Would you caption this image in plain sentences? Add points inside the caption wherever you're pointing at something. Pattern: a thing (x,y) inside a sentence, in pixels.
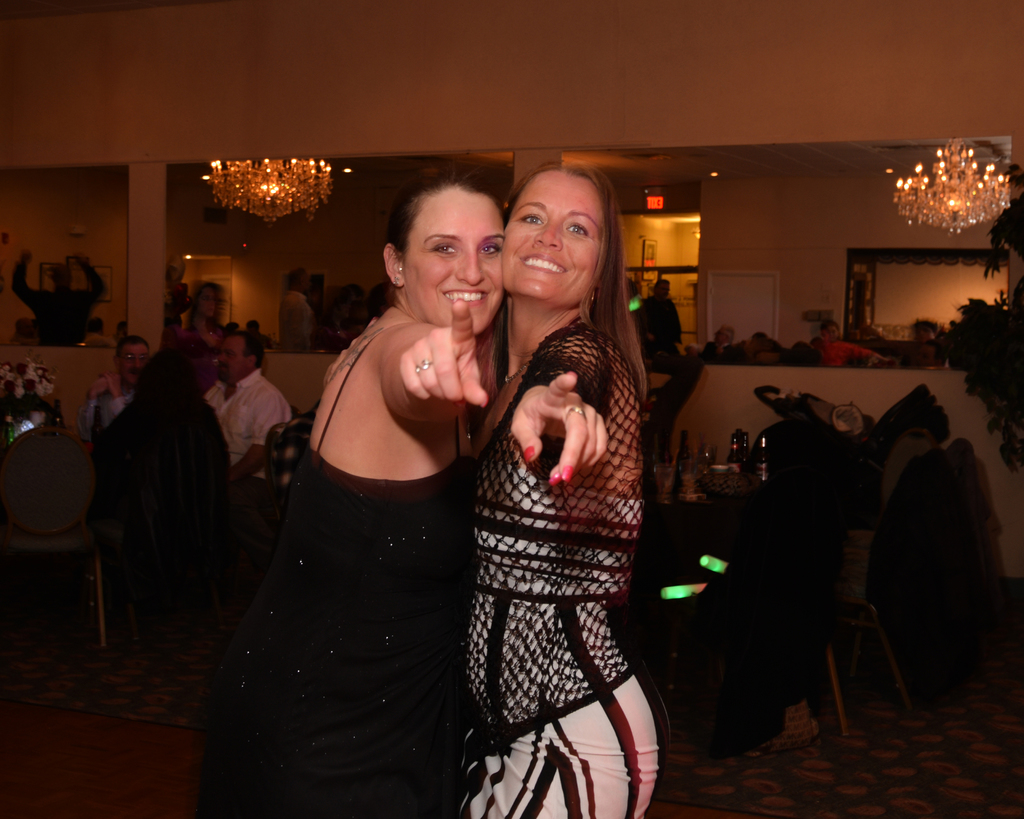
In this image I can see a woman (403,567) wearing black colored dress (353,622) and another woman (536,615) wearing black and white colored dress (535,611) are standing and smiling. In the background (204,309) I can see few other persons (183,368) sitting on chairs (78,441), a table (698,555) and few bottles (742,439) and few glasses (659,477) on the table (705,501), two chandeliers (320,190) and few other objects (1009,215).
